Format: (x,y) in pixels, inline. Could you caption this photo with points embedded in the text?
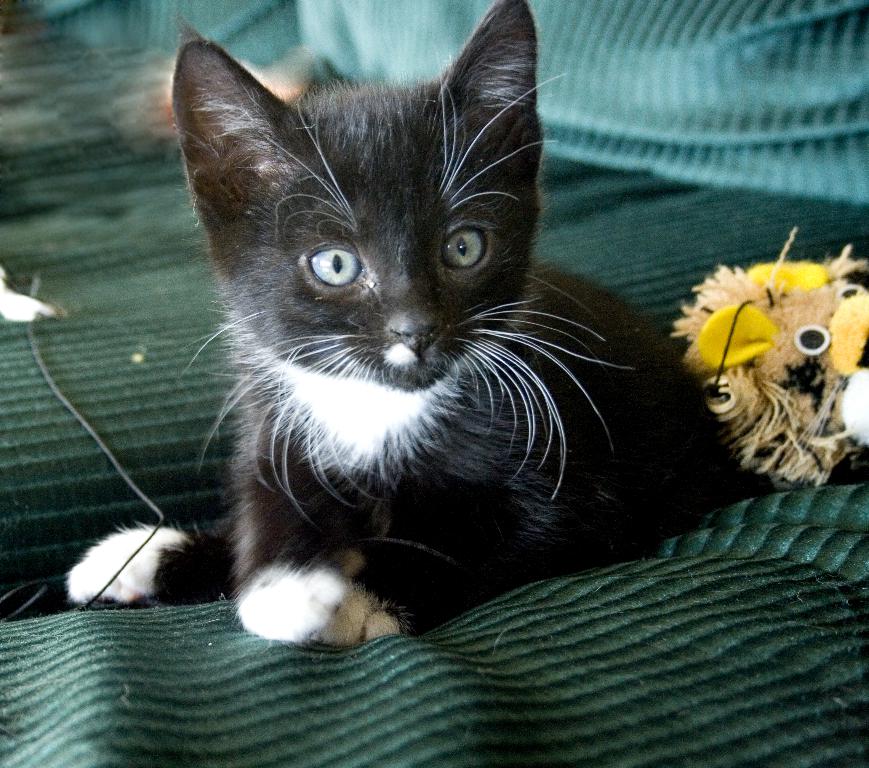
In this picture, we see the black cat (458,458) is on the bed (200,400) or the sofa (212,525). It is in green color. Beside the cat (599,302), we see the stuffed toy (765,418). In the background (654,68), we see the pillows (451,59) in green color.
